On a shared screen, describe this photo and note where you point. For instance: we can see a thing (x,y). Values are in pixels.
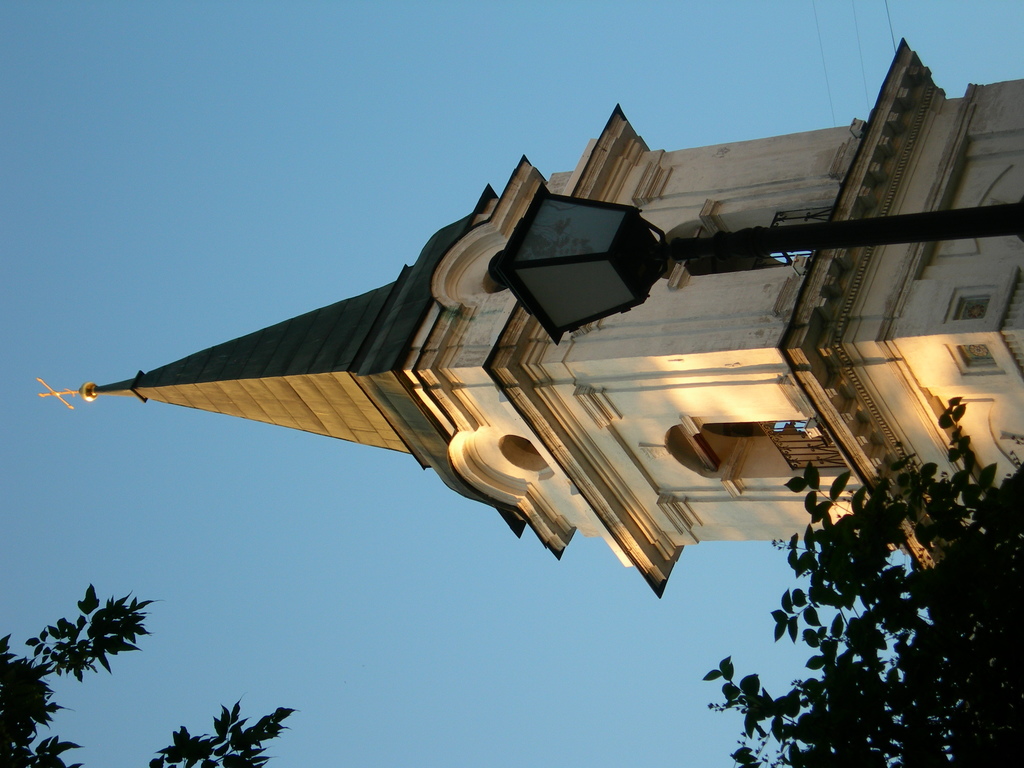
As we can see in the image there is a building (623,449), windows (715,460), trees (829,596) and sky (314,523).
